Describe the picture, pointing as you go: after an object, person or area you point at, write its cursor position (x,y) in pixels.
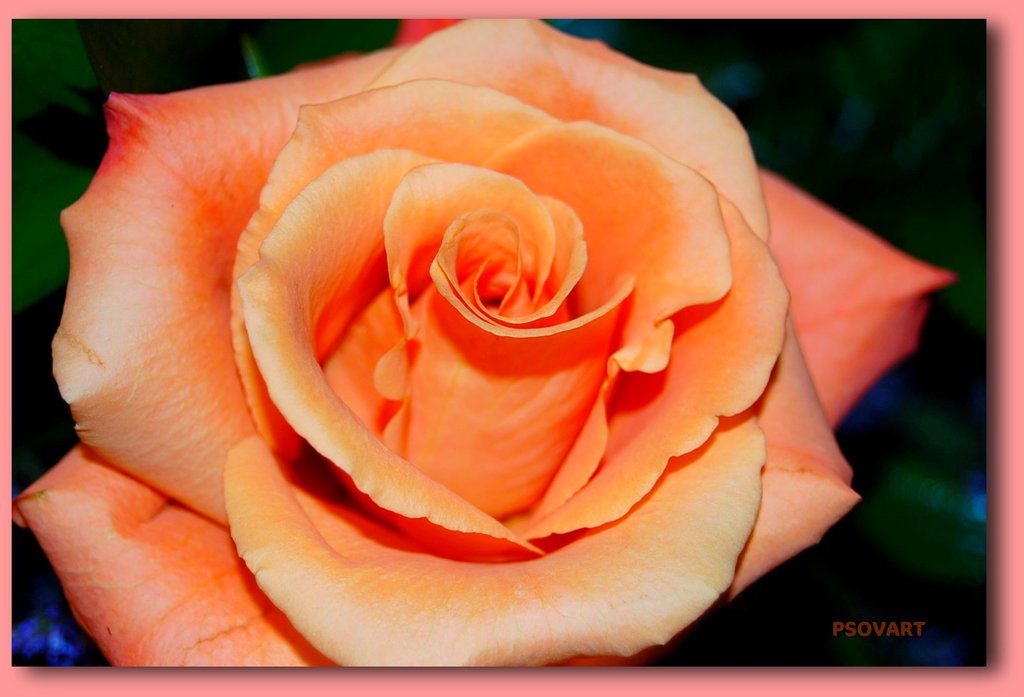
On the bottom right of this image (885,622), there is a watermark (904,625). In the middle of this image (639,315), there is a flower (232,117). And the background (906,214) is blurred.
